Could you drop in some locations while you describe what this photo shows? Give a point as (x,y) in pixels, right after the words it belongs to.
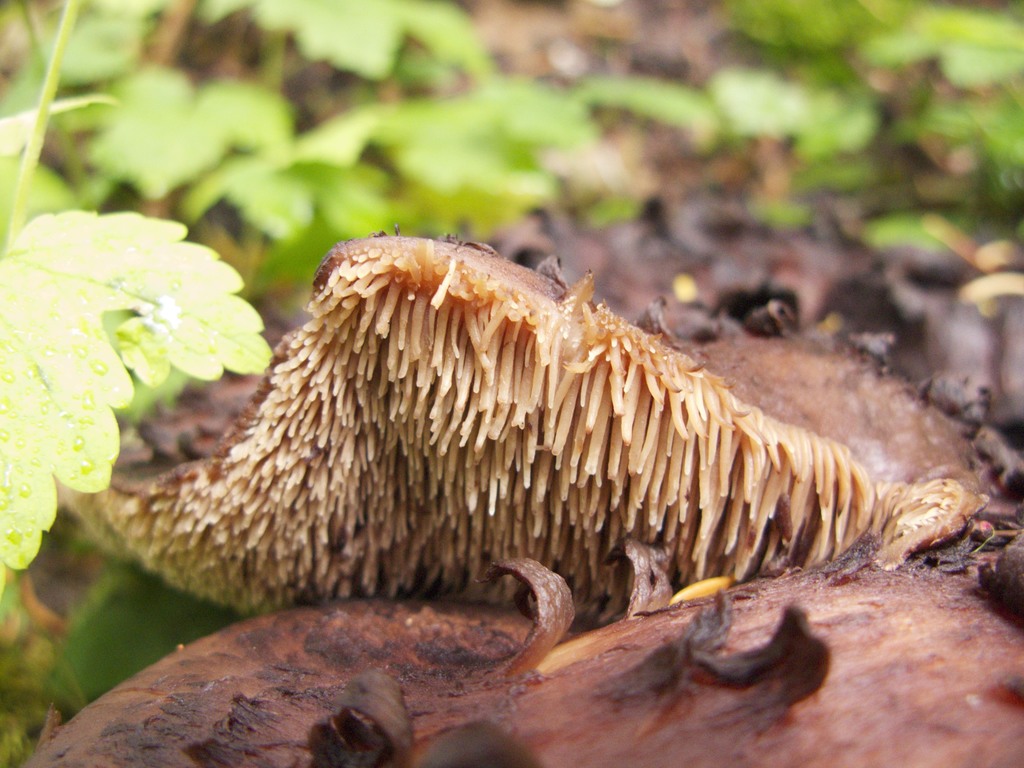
In this image, we can see some brown color objects (624,483). Background (370,175) we can see few plants (322,166) with leaves (253,197).
